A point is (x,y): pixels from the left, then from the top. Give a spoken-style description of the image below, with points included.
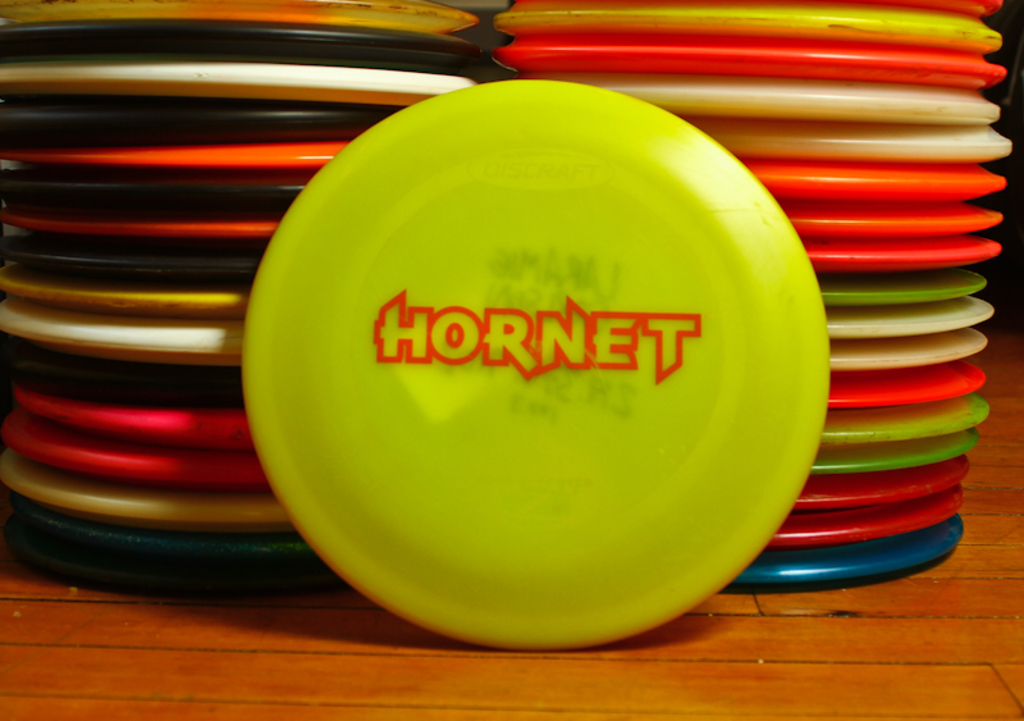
In the picture we can see some objects (294,190) which are in different colors.
